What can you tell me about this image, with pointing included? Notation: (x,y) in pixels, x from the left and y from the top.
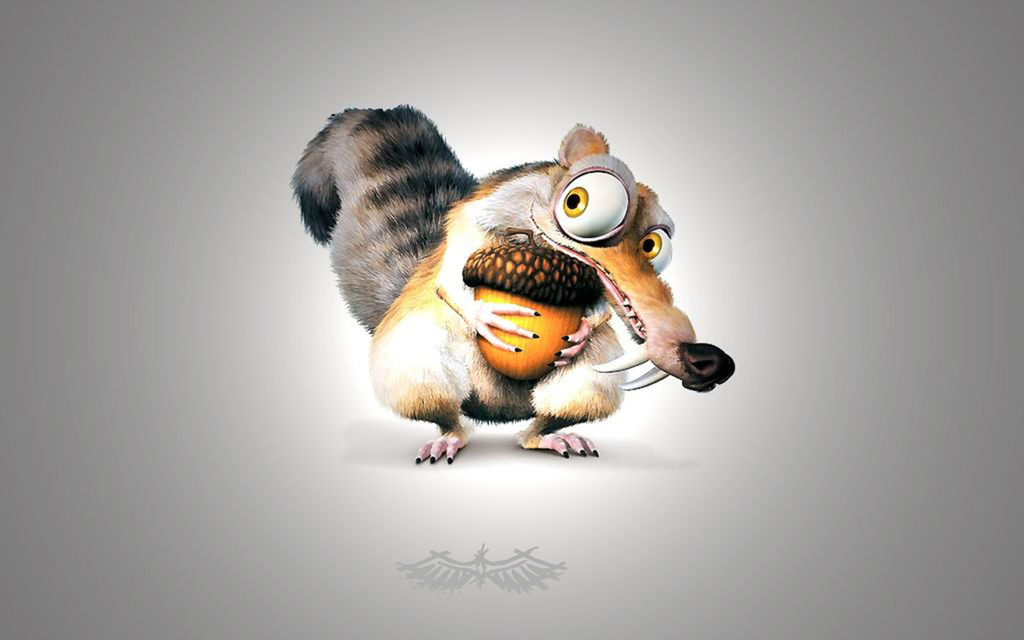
This is an animated image. In this picture, we see an animal (624,321) which is holding a nut (525,322) in its hand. In the background (270,488), it is white in color.
